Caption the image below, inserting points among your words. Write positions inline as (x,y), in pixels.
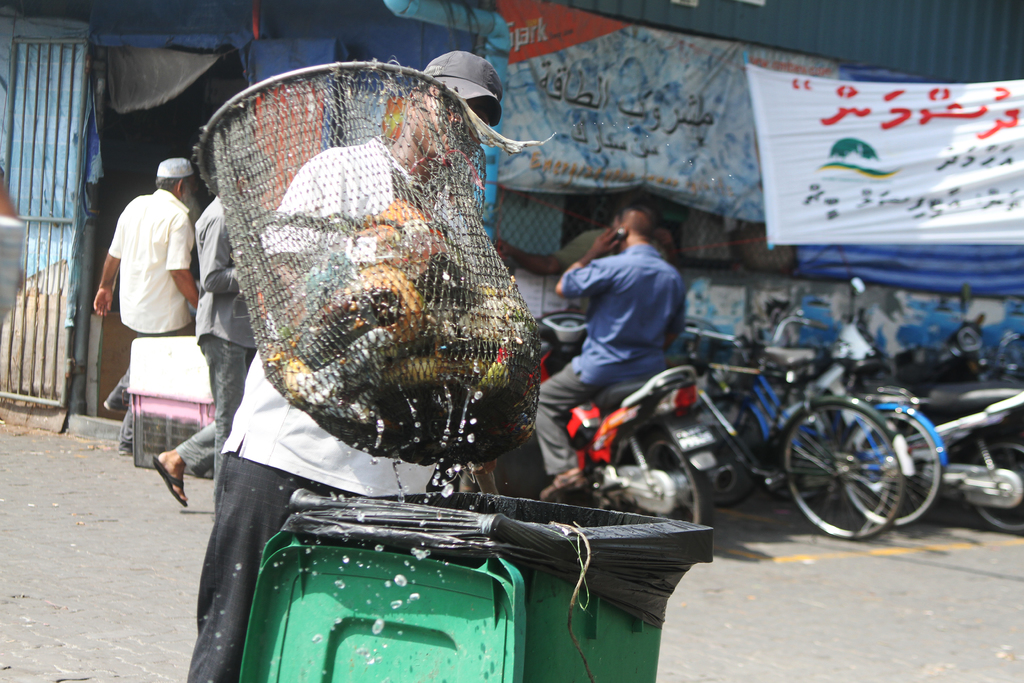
On the background (660,99) we can see banners (803,109). We can see persons (125,266) walking and a man (646,324) sitting on a bike (651,402), he is on a call. We can see vehicles (941,415) parked here. Here we can see one man (473,102) holding a net (378,83) with his hand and he is throwing the net (450,352) in a trash can (501,610) which is on the road (80,635).
